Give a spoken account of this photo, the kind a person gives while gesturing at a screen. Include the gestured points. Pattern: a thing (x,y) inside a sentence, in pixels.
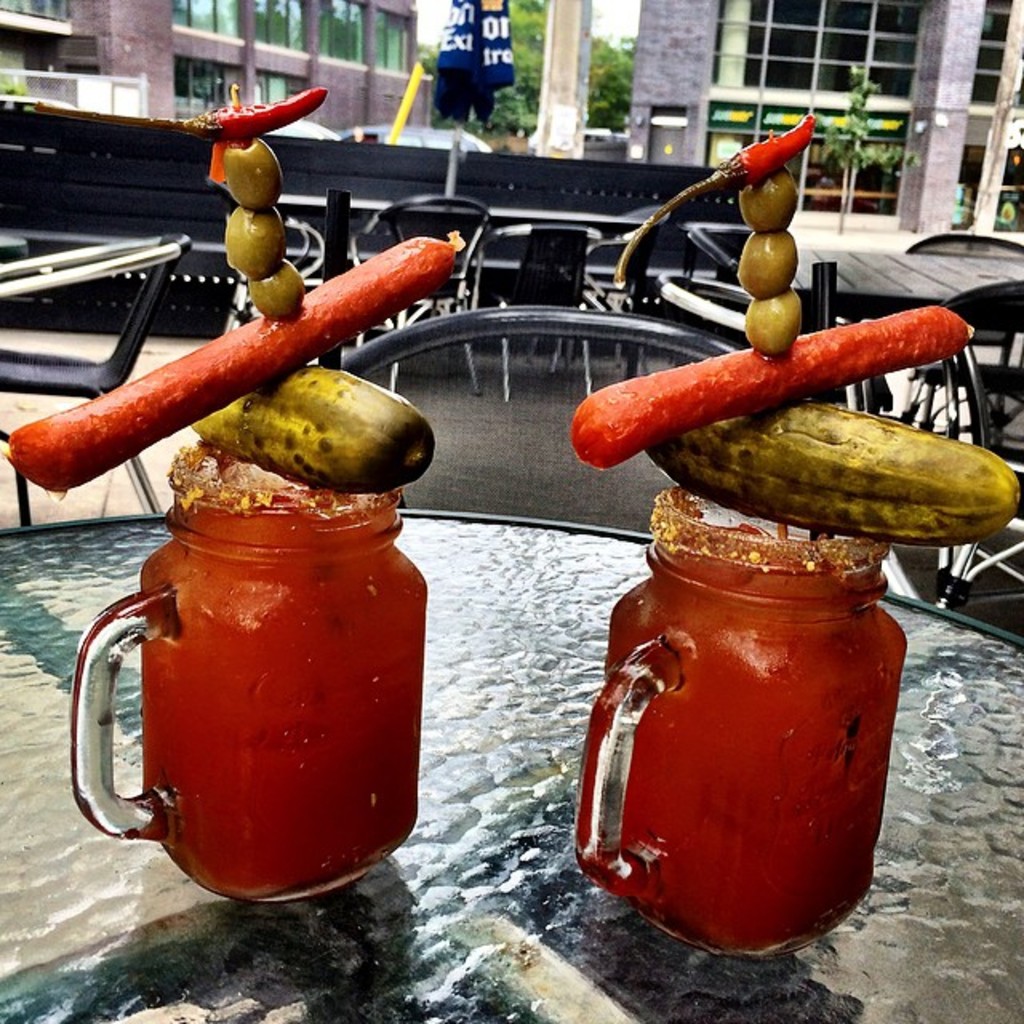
In the foreground of the picture (474,702) there are jars (649,699), drink (716,680), sausage (265,335) and other food items (289,419) placed on a table (20,646). In the center of the picture (584,385) there are chairs (541,284), tables (906,279) and other objects (475,56). In the background (401,21) there are buildings (648,60), trees (870,150), cars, footpath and other objects (457,104).
